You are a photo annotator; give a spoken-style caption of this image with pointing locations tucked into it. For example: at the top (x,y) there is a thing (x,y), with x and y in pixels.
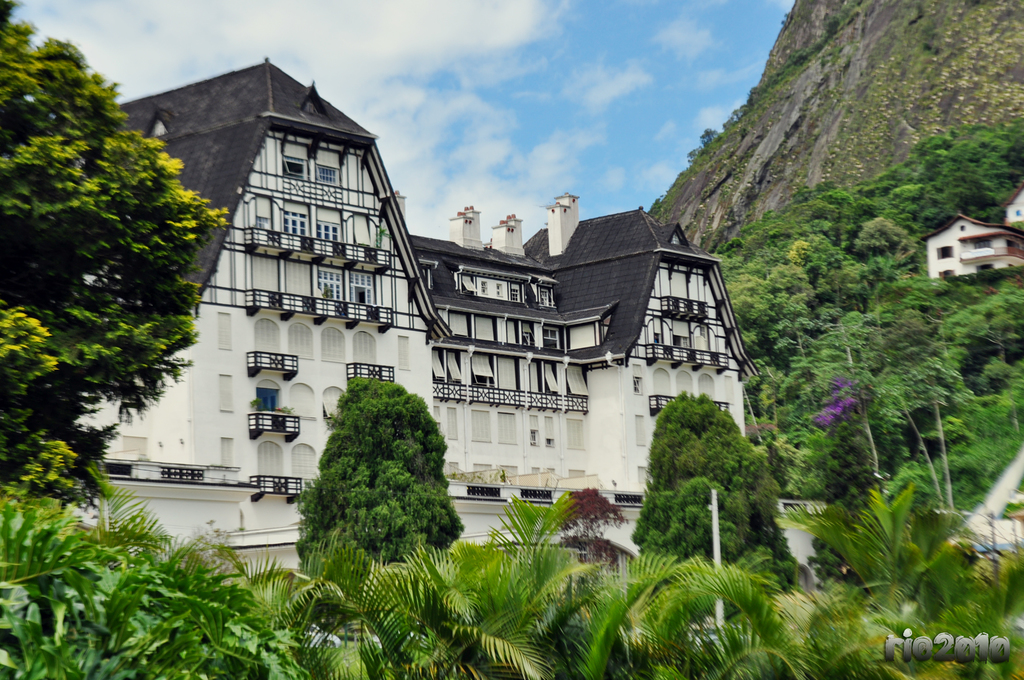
Here we can see trees (969,418), buildings (409,295) and houses (980,253). This is pole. Sky (435,157) is cloudy.
